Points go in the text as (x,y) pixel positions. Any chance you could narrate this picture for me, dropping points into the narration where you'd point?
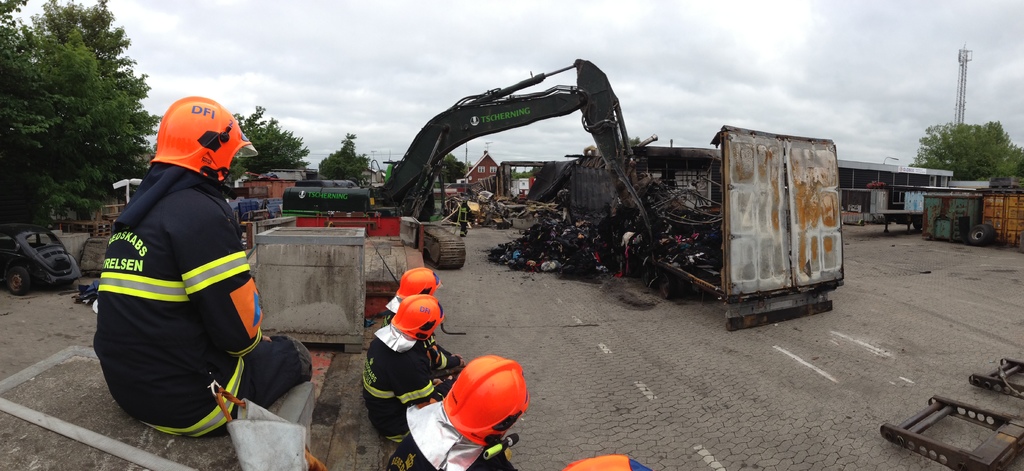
In this picture I can see group of people (215,175) with helmets (179,159), there are vehicles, containers (762,183) and some other objects (584,209), there is a house (485,164), there are trees (267,143), poles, and in the background (661,33) there is sky (415,33).
